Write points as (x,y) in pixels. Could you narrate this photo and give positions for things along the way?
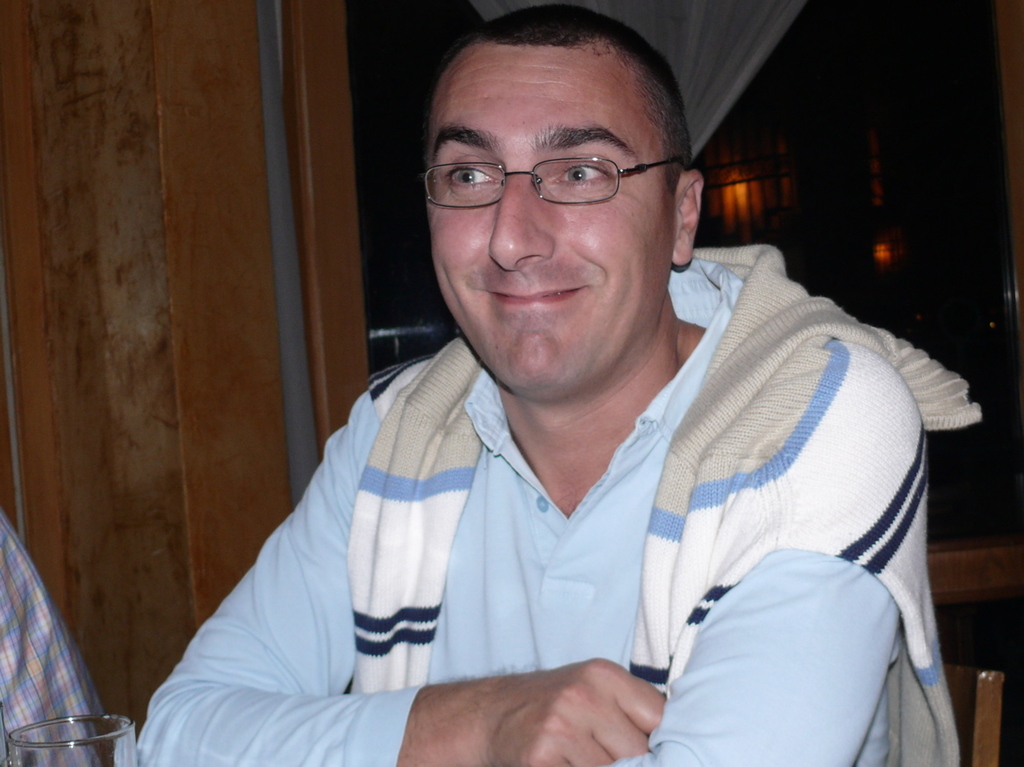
In this image we can see one person (705,336) with eye glasses (594,178), near there is a glass (57,734), wooden wall (93,321), curtain (690,96), a few lights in the background (131,471).
